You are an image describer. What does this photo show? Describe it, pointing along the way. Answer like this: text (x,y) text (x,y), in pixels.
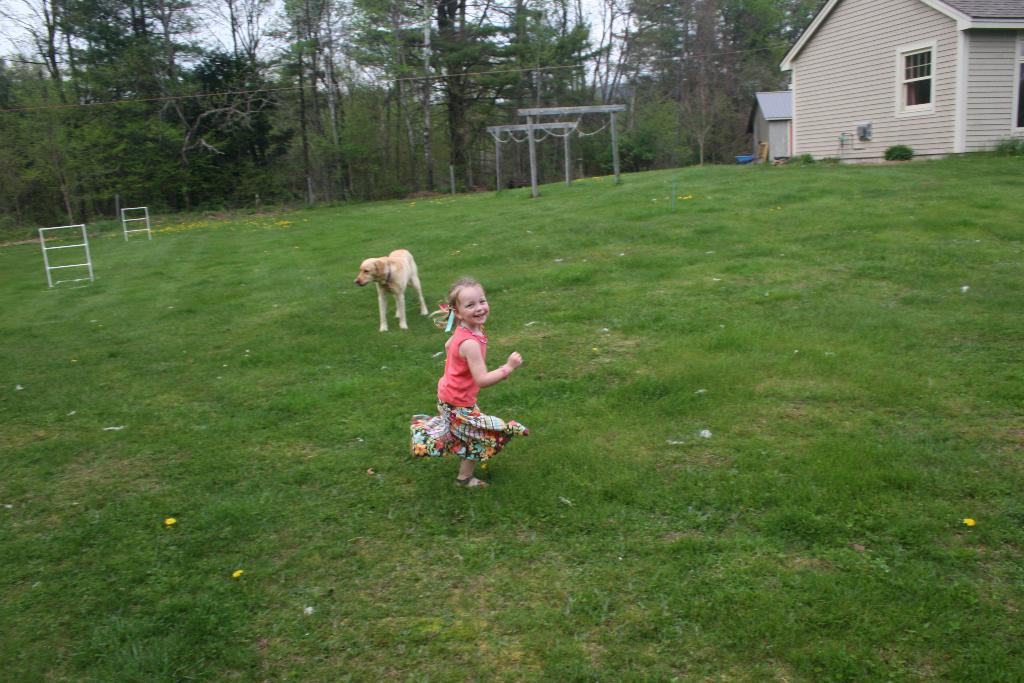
In this image I can see green grass ground (554,382) and on it I can see a girl (460,356) and a dog (419,299) is standing. I can see she is wearing pink colour dress (464,395). I can also see smile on her face (479,309). In the background (689,121) I can see number of trees (471,134), sky (598,31) and a house (845,109).
